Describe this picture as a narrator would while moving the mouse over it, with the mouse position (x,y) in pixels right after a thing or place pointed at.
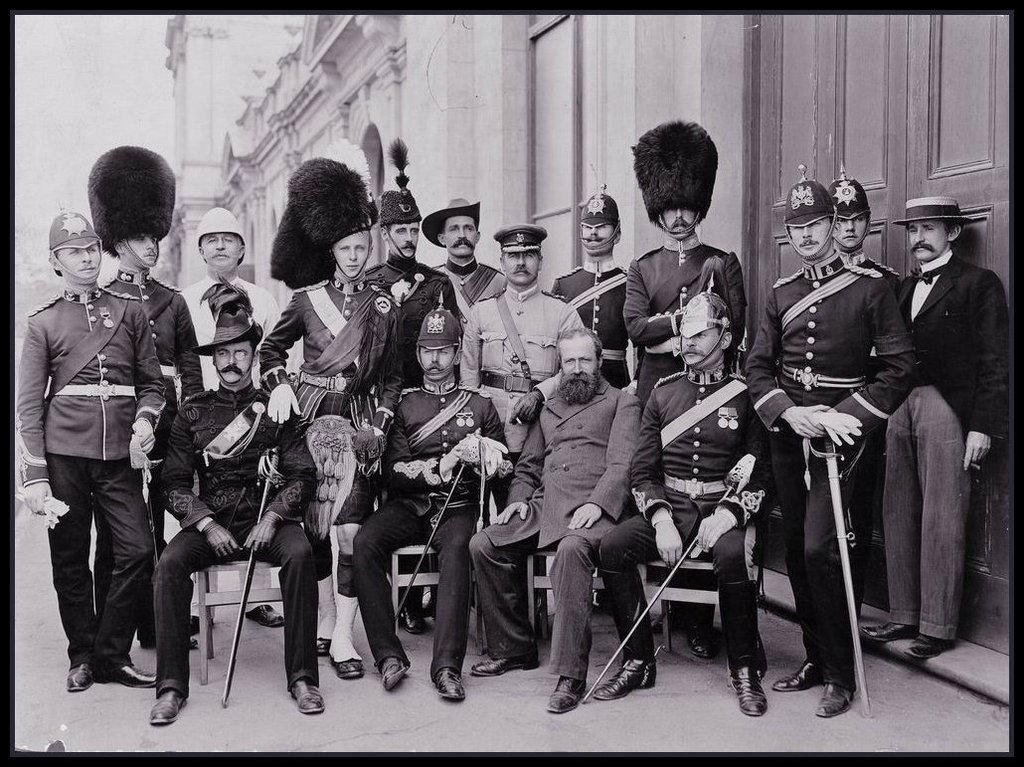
In this image I can see the black and white picture in which I can see number of persons (642,542) are wearing uniforms (713,506). Some of them are sitting on chairs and some are standing. In the background (546,128) I can see few buildings (468,135) and the sky (126,78).
